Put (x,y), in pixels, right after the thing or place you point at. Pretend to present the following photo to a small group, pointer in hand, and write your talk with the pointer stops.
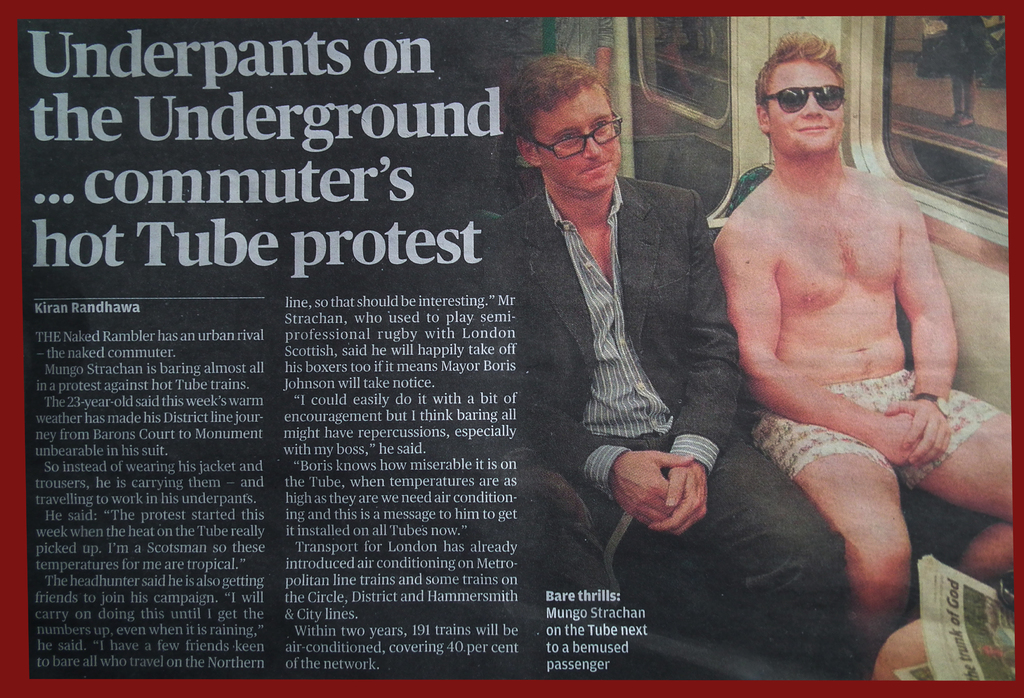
In this image I can see two persons (618,179) sitting. The person (701,361) at left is wearing black color blazer (653,361) and gray color shirt (627,375) and I can see something written on the image.
